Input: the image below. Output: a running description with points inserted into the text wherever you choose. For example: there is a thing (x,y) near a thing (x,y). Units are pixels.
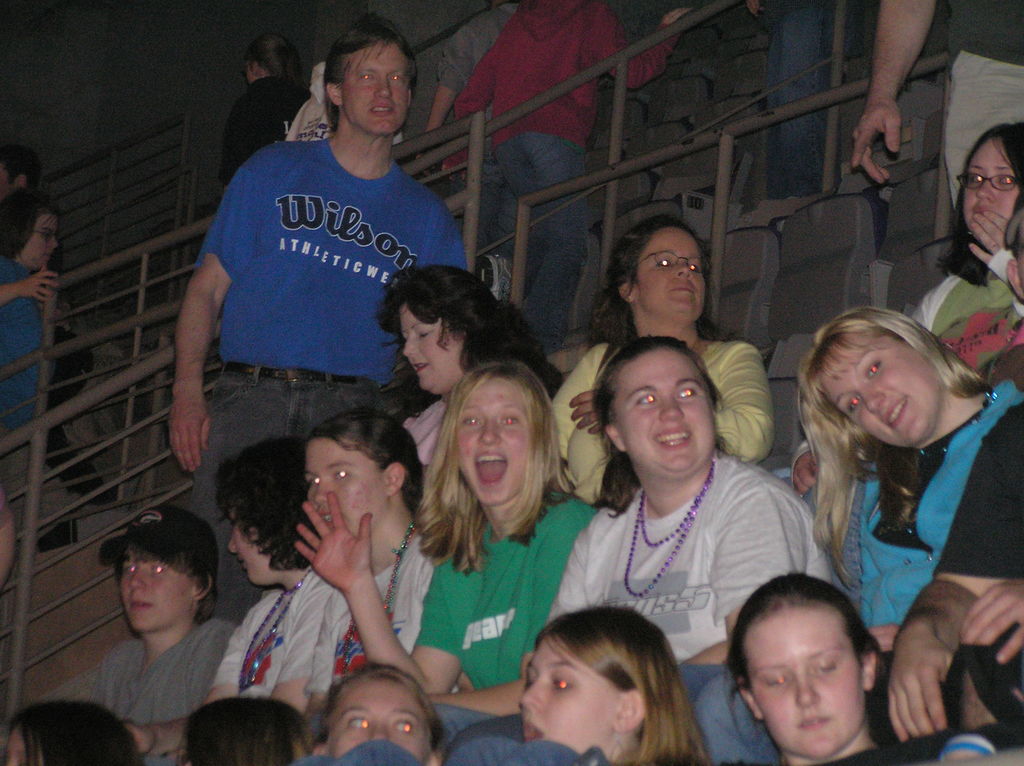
In this picture we can see a group of people (126,687) where some are sitting on chairs (803,278) and smiling and some are standing, fence (557,93).
